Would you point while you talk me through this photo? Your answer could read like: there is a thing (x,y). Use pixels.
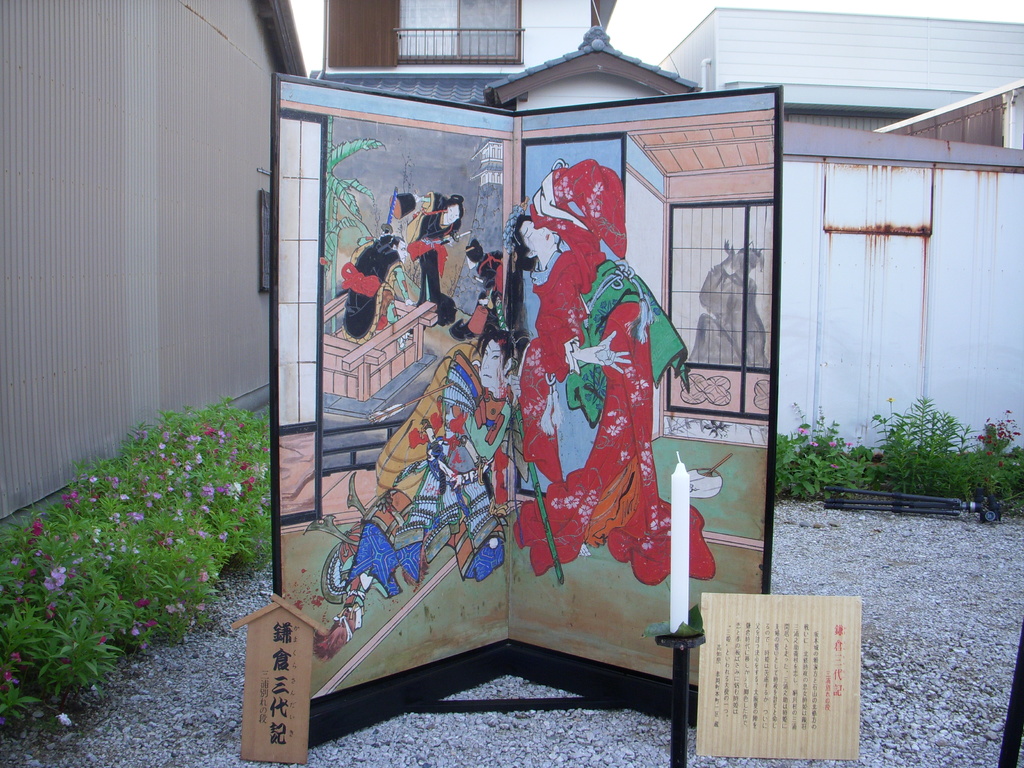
As we can see in the image there are buildings (426,6), banner (403,368), poster (764,719), plants (42,634) and on the top (678,28) there is sky (682,11).
